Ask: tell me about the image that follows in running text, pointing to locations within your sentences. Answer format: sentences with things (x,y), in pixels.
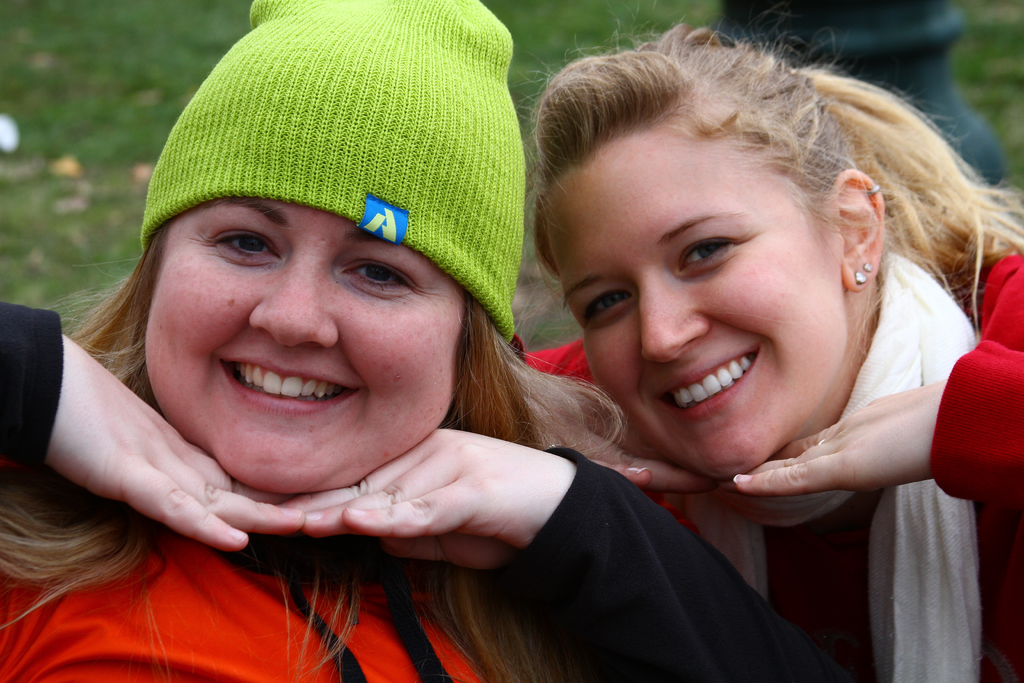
In this picture we can see two women (205,261) smiling. We can see a woman (219,139) wearing a cap (413,222) on the left side (169,302). Some grass (48,183) is visible on the ground (164,50). We can see a black object (821,54) in the background (793,38). Background (172,69) is blurry.
